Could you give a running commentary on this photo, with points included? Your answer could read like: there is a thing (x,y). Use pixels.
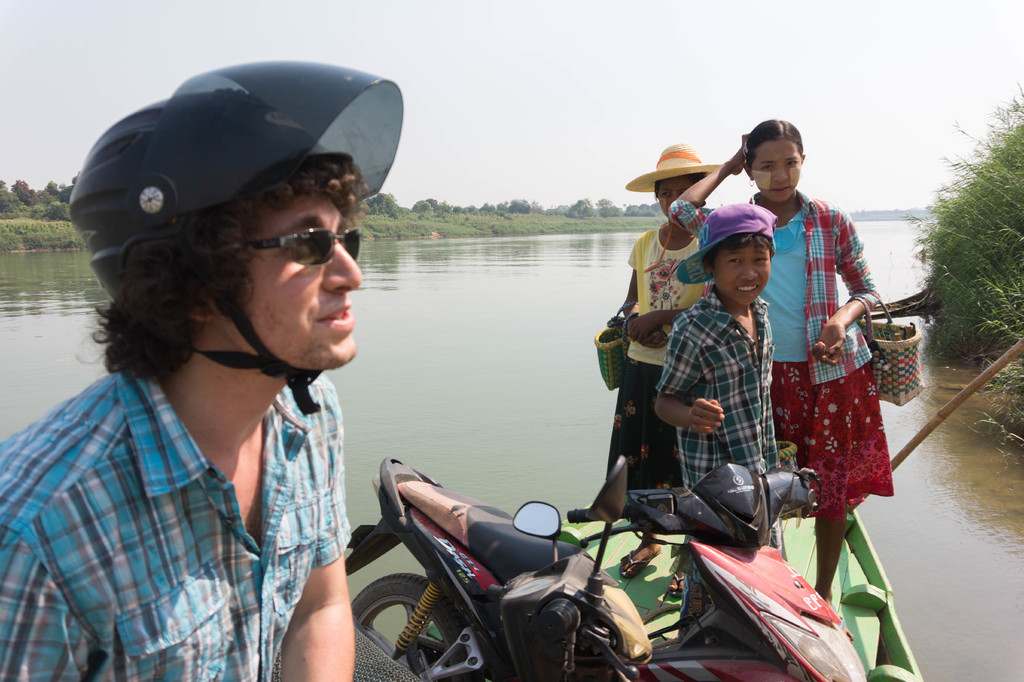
In this image there is a man (265,487), two bike (510,574) and three children (752,359) on a boat (791,556), boat (804,556) is sailing on a river (566,308), in the background (510,214) there are trees (587,213) and a sky (723,95).
